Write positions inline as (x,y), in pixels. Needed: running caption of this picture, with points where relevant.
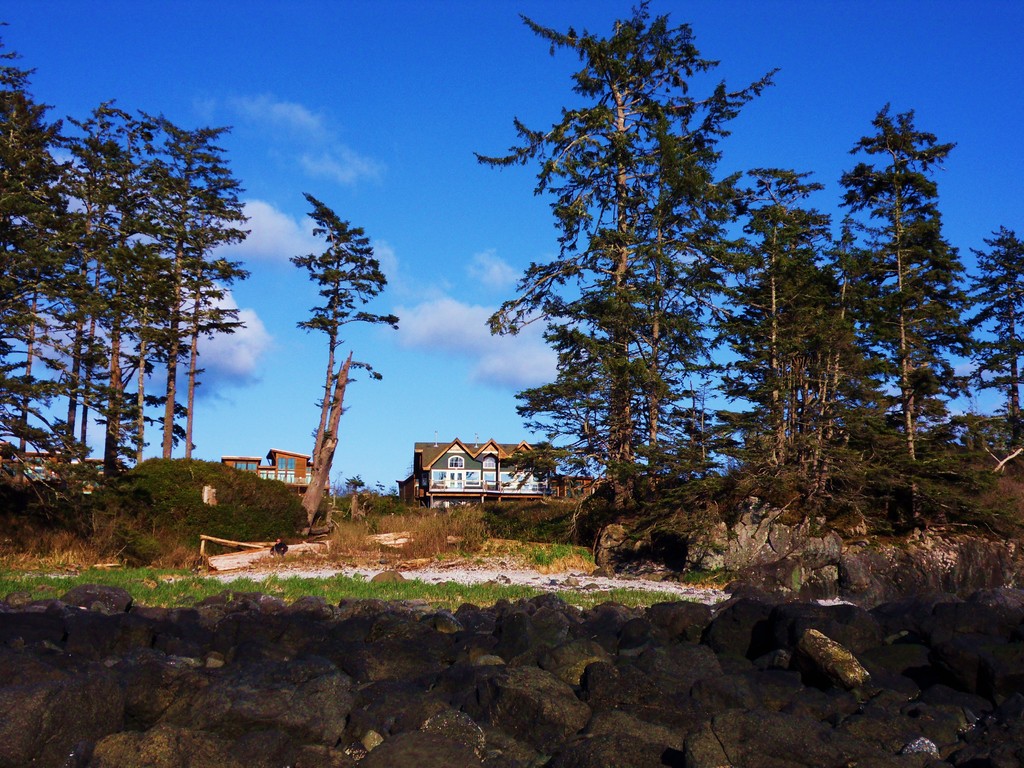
In this image we can see some trees (196,319), rocks (539,598), grass (400,584) and houses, in the background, we can see the sky (997,108) with clouds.
